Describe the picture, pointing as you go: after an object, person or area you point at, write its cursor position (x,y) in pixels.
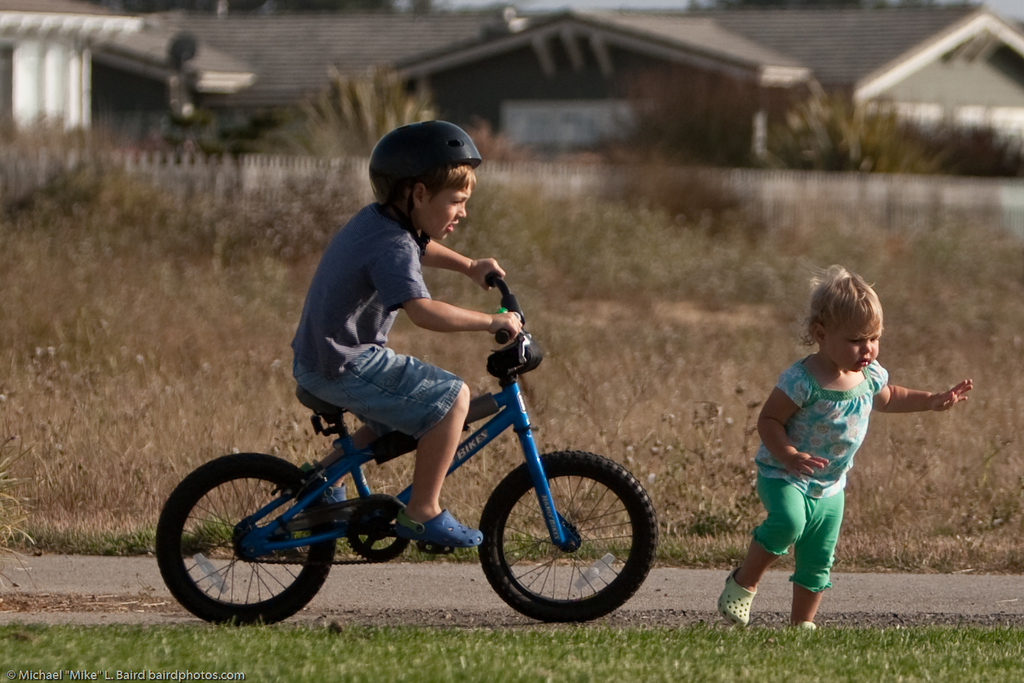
In this picture we can see a little boy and a girl (772,425), the boy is riding the bicycle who wore a helmet (418,162) and the girl (772,411) is in front him and we can see some grass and also dry grass (103,319) beside them.
